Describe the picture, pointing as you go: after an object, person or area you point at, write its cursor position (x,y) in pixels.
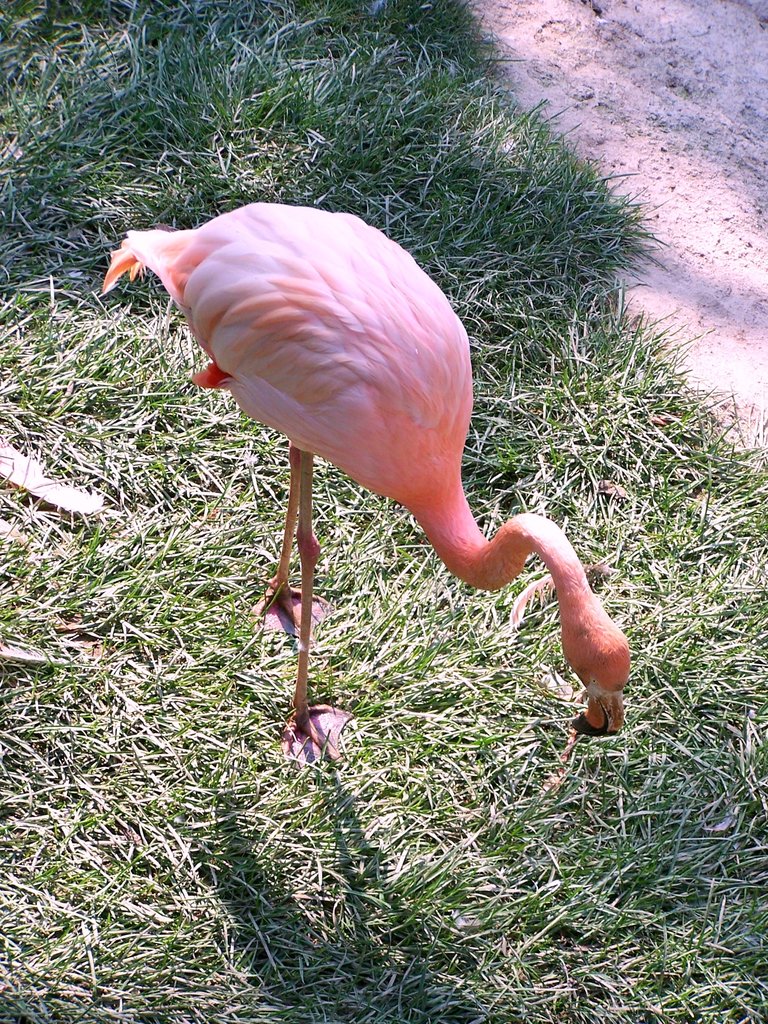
In this image there is a flamingo (310,558) standing on the ground (136,752). There is grass (201,110) on the ground (199,729).
